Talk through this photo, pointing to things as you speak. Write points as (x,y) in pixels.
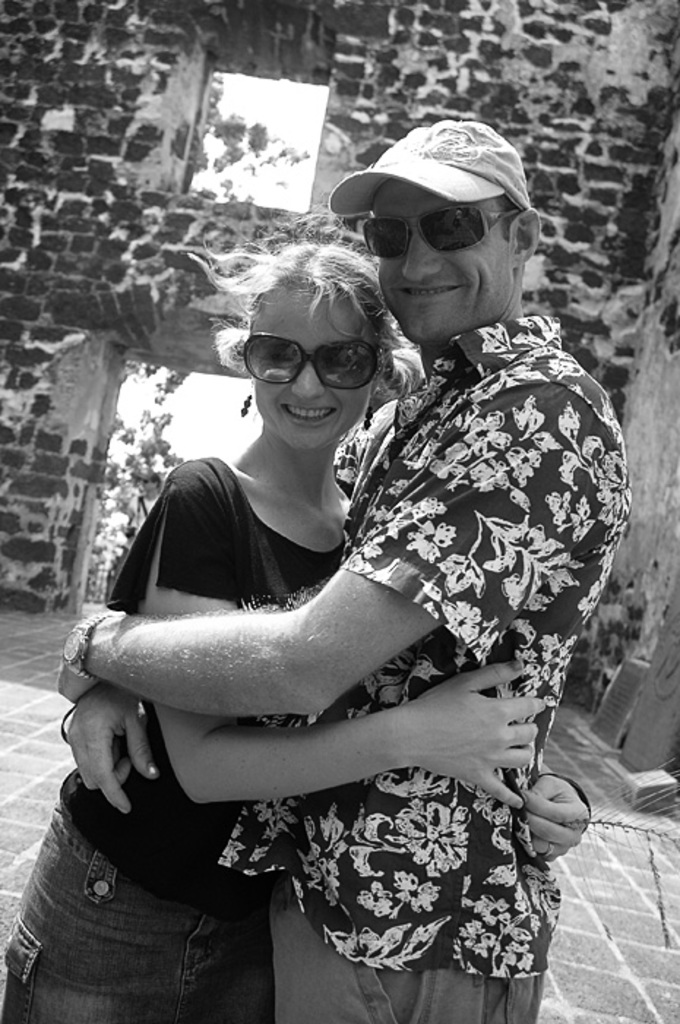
In the front of the image (572,406) I can see two people (450,367) are smiling and wore goggles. In the background of the image (618,372) there is a brick wall (626,298), tree (132,462) and things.
